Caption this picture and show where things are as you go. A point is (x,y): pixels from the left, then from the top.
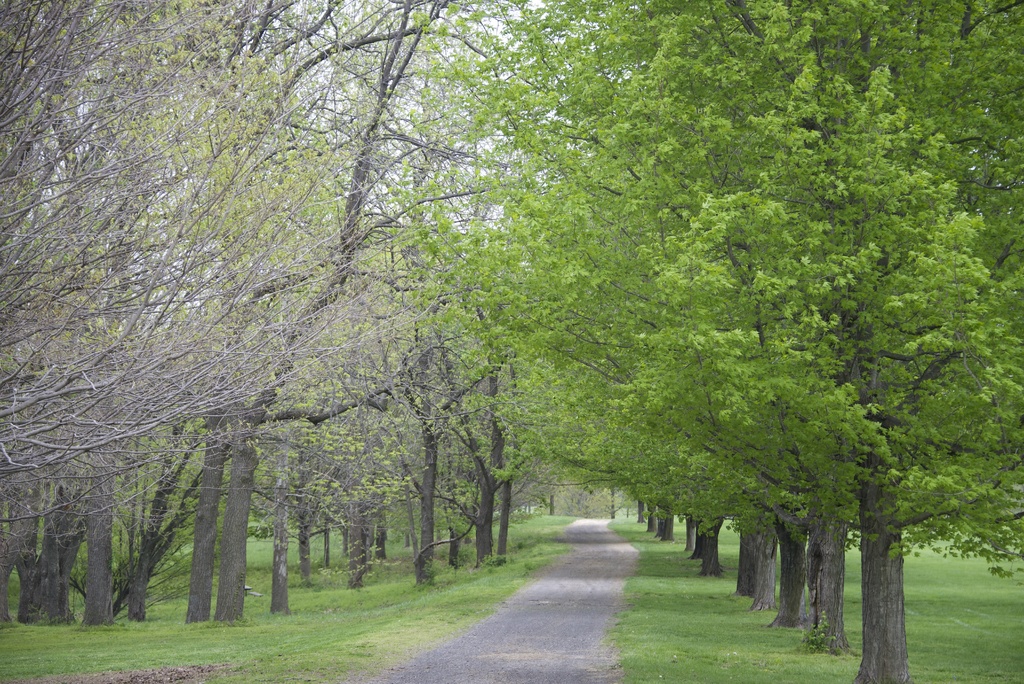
In this image we can see some trees (3,93) and there is a road (531,678) in the middle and we can see grass (675,654) on the ground (179,647).
